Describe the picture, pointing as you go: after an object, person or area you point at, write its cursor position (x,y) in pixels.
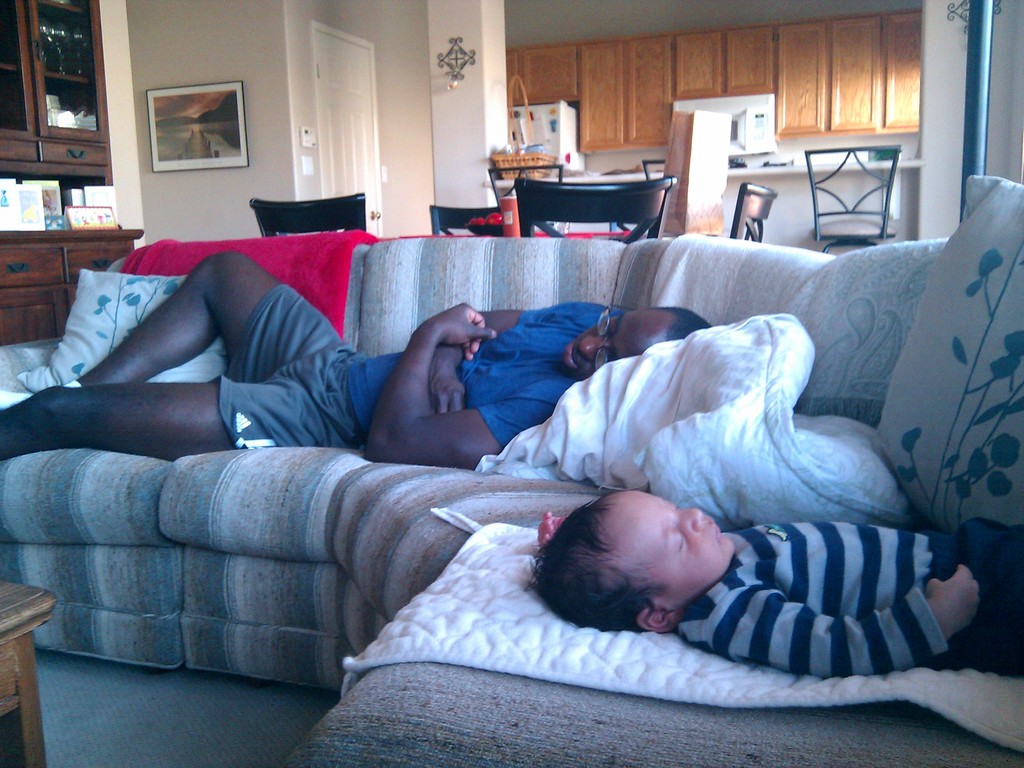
2 persons (436,374) are sleeping on the sofa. behind that there are chairs (590,211). at the left (77,46) there are cupboards (62,80), photo frame (201,126) and a white door (325,102).
